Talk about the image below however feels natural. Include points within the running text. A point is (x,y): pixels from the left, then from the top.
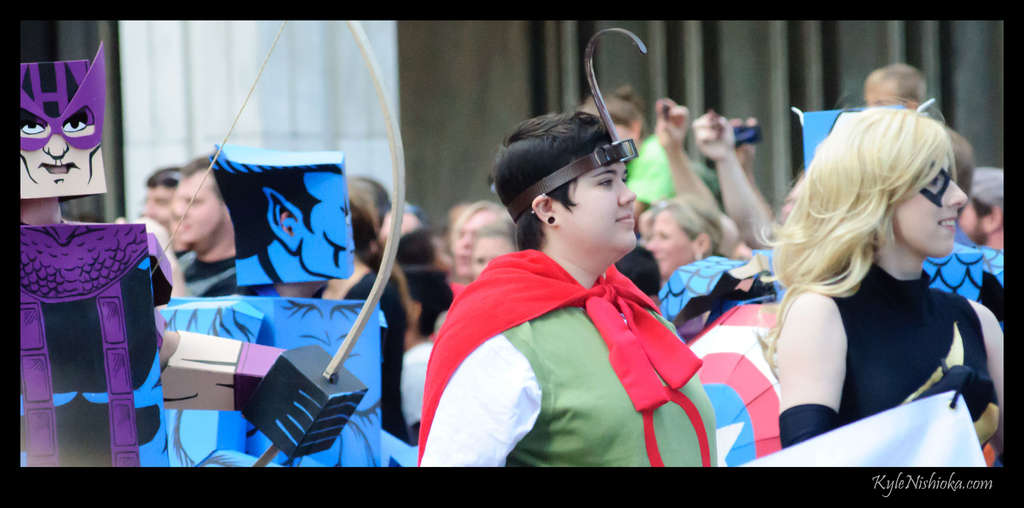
In the image there are many people (551,141) in cosplay costumes (698,283) standing in the front (786,259) and behind there are people (675,223) visible and over the background (746,68) there is wall (426,108).
